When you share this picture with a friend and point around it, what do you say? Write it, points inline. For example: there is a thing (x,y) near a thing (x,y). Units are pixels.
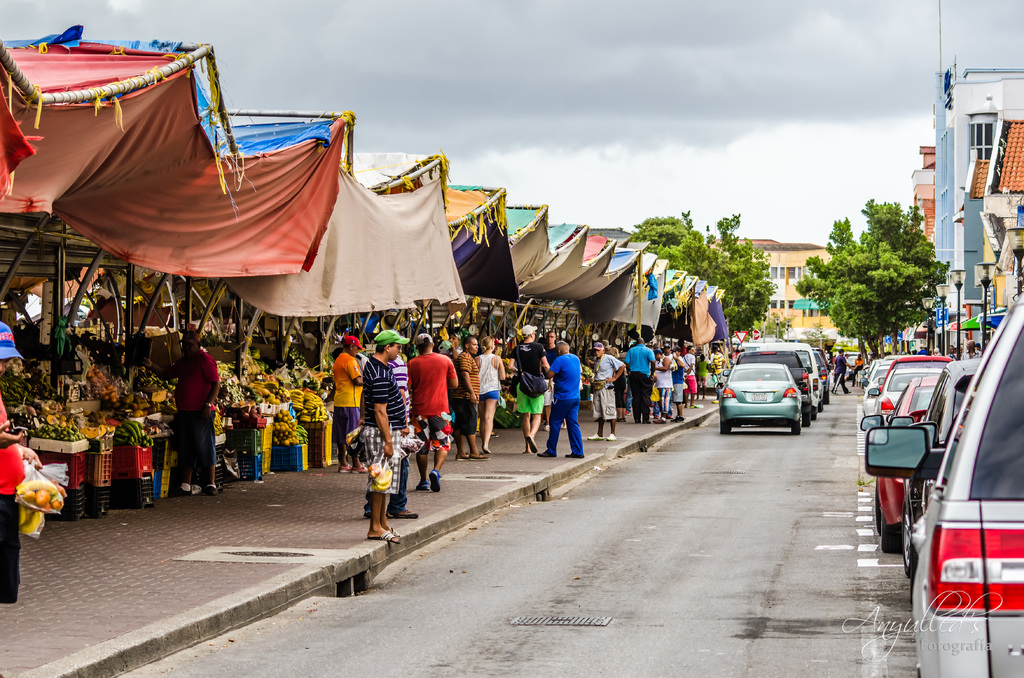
In this image, there are a few people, buildings (1016,196), trees (865,279), vehicles (912,376), tents (683,270). We can also see some baskets (112,495) with objects (119,401) like fruits (124,429). We can see the ground (241,508) and the sky (690,200) with clouds (619,176). We can also see some text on the bottom right corner (937,653).
